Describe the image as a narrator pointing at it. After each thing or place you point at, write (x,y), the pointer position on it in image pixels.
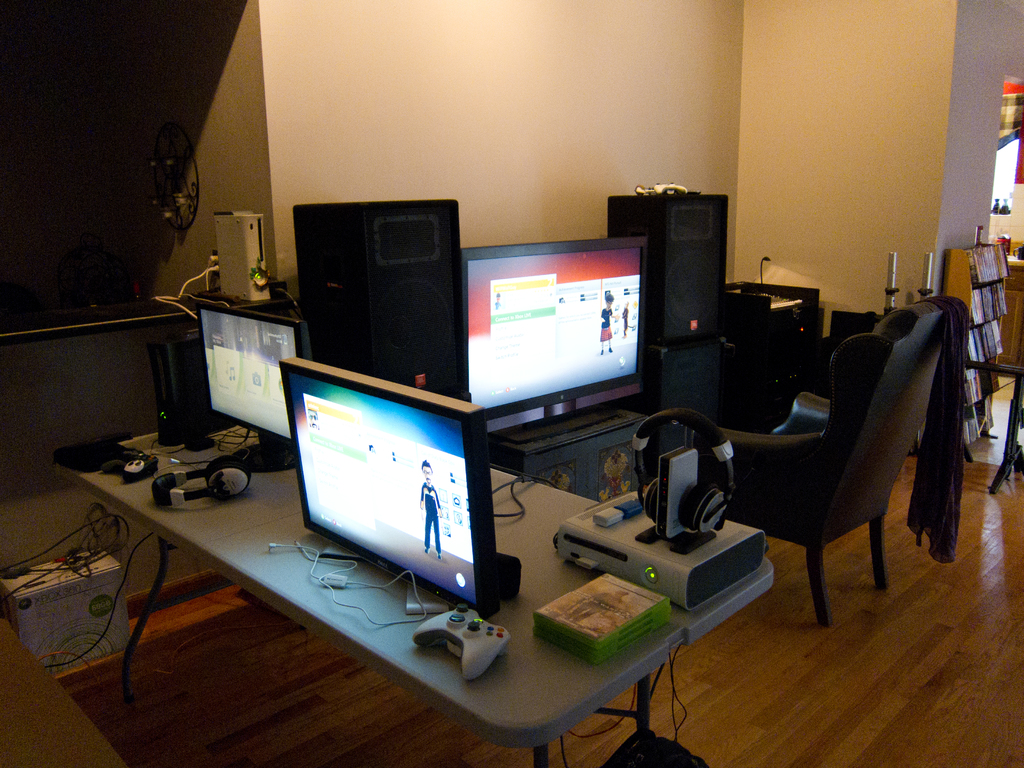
Here in this picture we can see monitors (396,443) present on the table (518,545) over there and we can see speakers (455,348) also present here and there and we can see chair (854,407) present on the floor (806,595) over there and we can see headsets (213,481) and joysticks (437,618) present on the table (298,557) over there and on the right side (980,340) we can see books (1001,304) present on the shelf (974,325) over there.
